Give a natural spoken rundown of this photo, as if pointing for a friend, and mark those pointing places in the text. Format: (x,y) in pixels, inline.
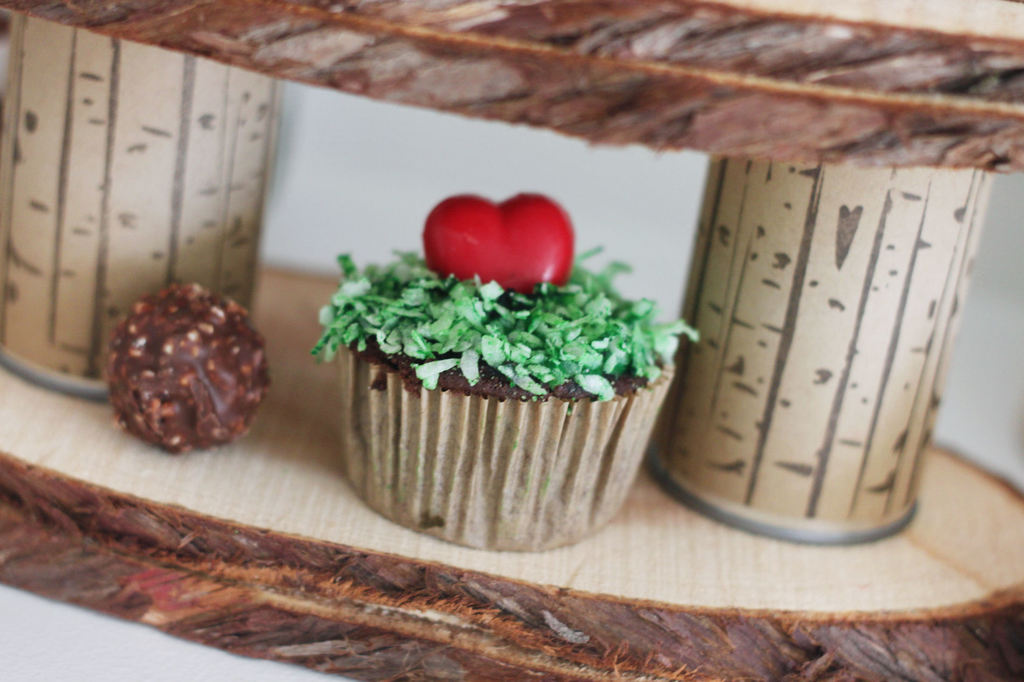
In this picture, it seems to be a choco pie cake (479,256) in the center of the image (526,273), it seems to be a chocolate (196,386) in the image.
